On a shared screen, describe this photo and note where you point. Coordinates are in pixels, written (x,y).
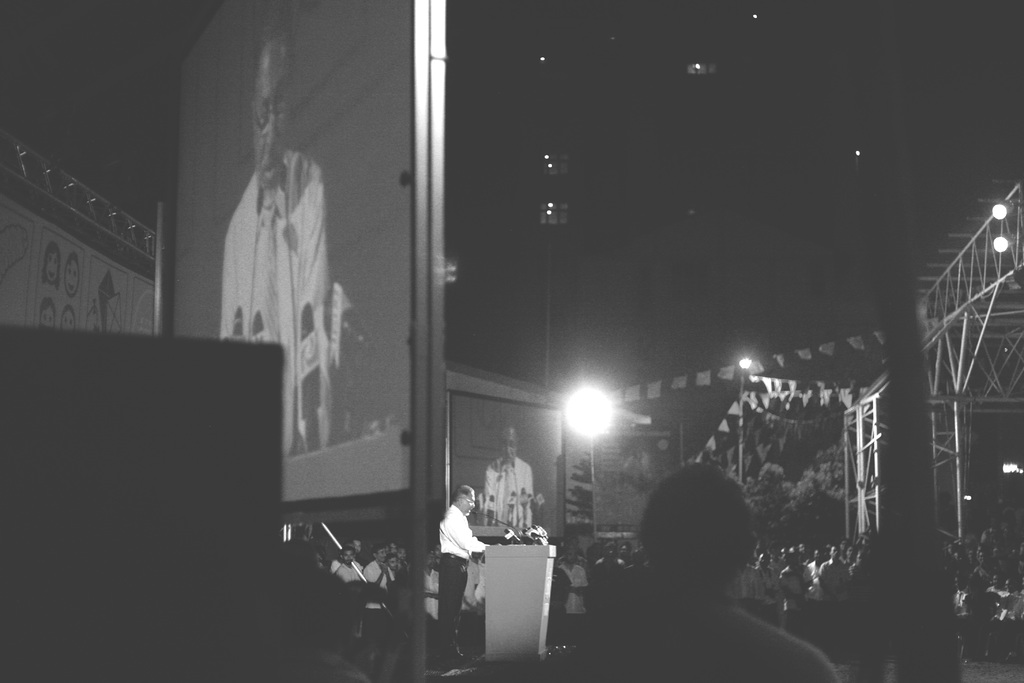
This is a black and white picture, in this image we can see a few people (475,562) and one person (460,550) is standing in front of the podium (485,554) on the podium (528,563), we can see a mic (515,533) and other objects (533,527), there are some boards (309,229), lights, poles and some metal rods (944,279).
